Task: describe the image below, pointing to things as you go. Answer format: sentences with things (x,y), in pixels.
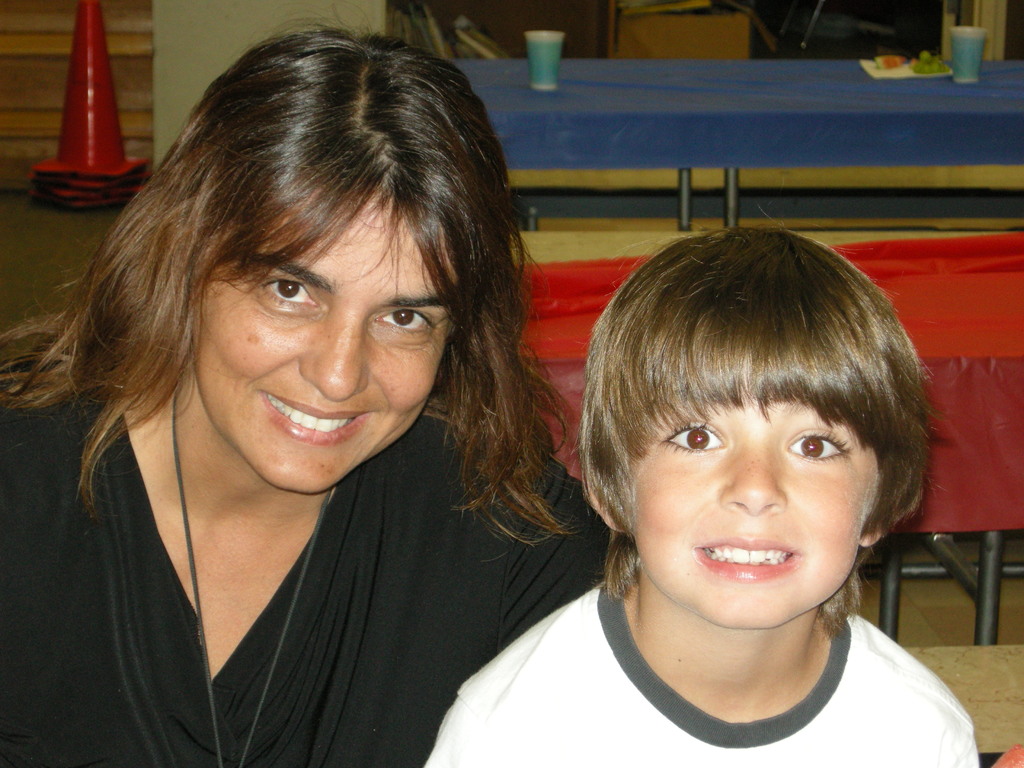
In the picture we can see a woman (91,707) and a child (561,760) sitting together, the woman (139,294) is in the black dress (61,500) and child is in white T-shirt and a woman (225,560) is smiling and behind them, we can see a table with red color cloth (966,336) on it and behind it, we can see another table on it we can see the blue color cloth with two glasses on it and behind it we can see a wall (116,43) and something (51,171) placed near it.
